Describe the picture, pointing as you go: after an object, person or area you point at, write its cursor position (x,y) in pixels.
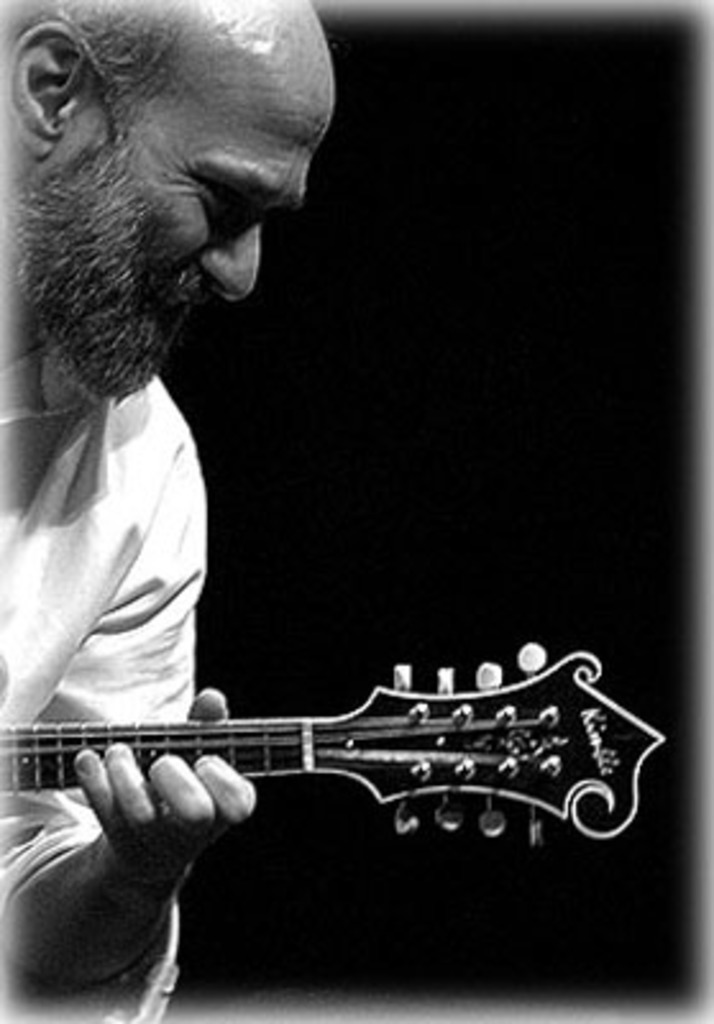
In this image I see a man (10,2) who is holding a musical instrument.
